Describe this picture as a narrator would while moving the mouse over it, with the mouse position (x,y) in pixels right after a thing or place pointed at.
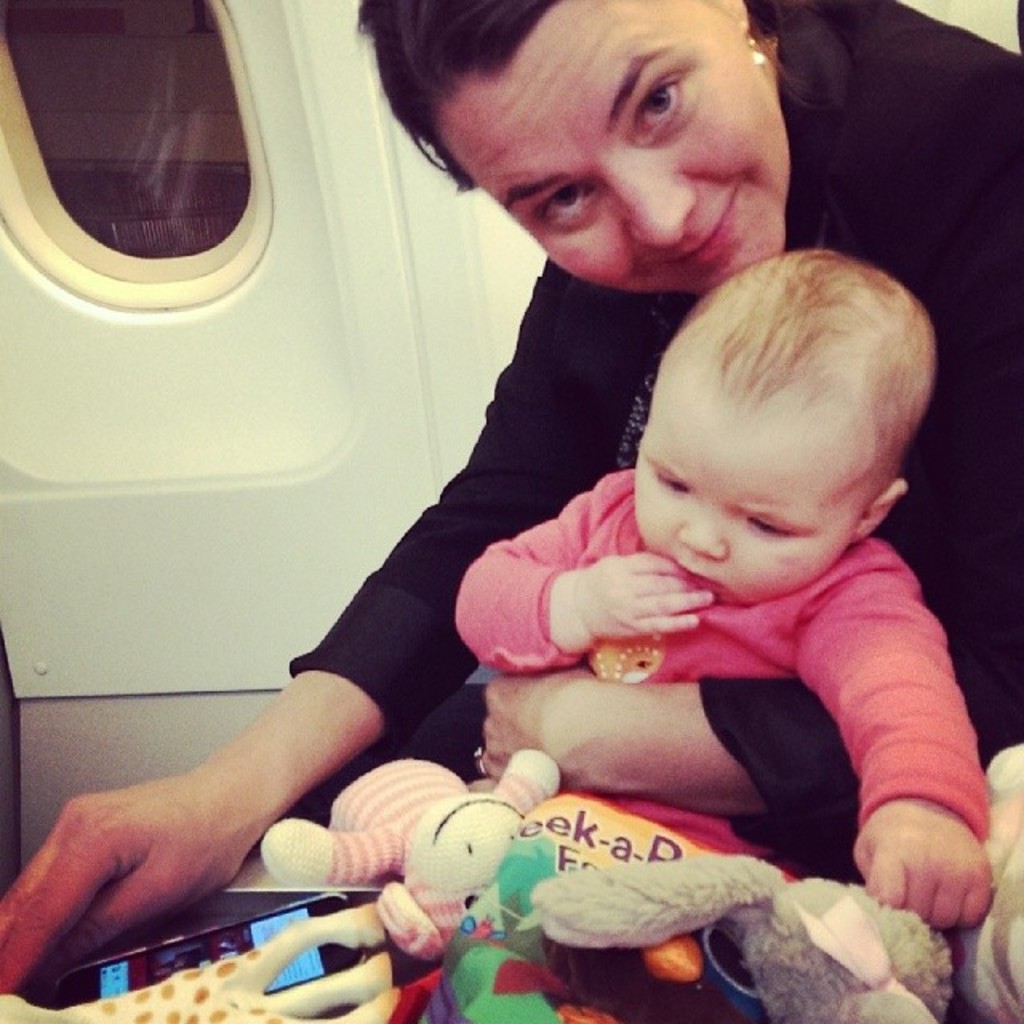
In this picture there is an lady (644,177) on the right side of the image (694,713) and there is a small baby (607,515) on her laps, there are toys (641,840) and a phone (153,962) at the bottom side of the image (499,835) and there is a window (155,200) in the top left side of the image (150,147).
